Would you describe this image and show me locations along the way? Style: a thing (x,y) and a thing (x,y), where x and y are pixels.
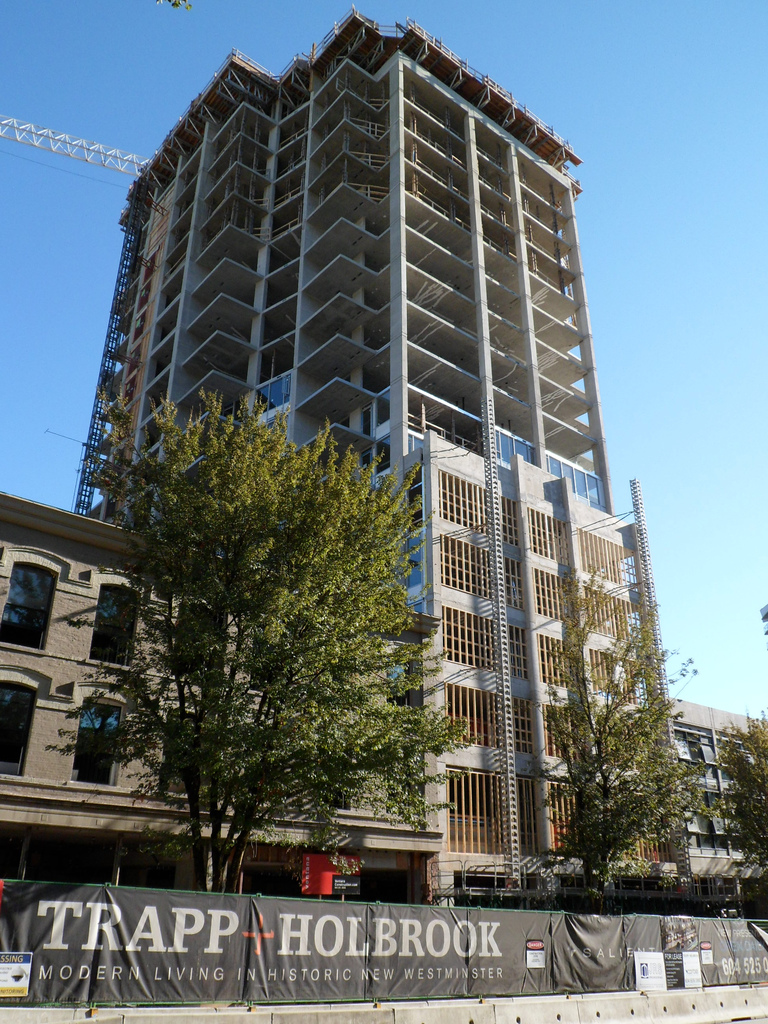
In this image we can see buildings (398,239), trees (267,802), advertisement board (309,930), construction crane (107,165) and sky (683,331) in the background (85,372).
